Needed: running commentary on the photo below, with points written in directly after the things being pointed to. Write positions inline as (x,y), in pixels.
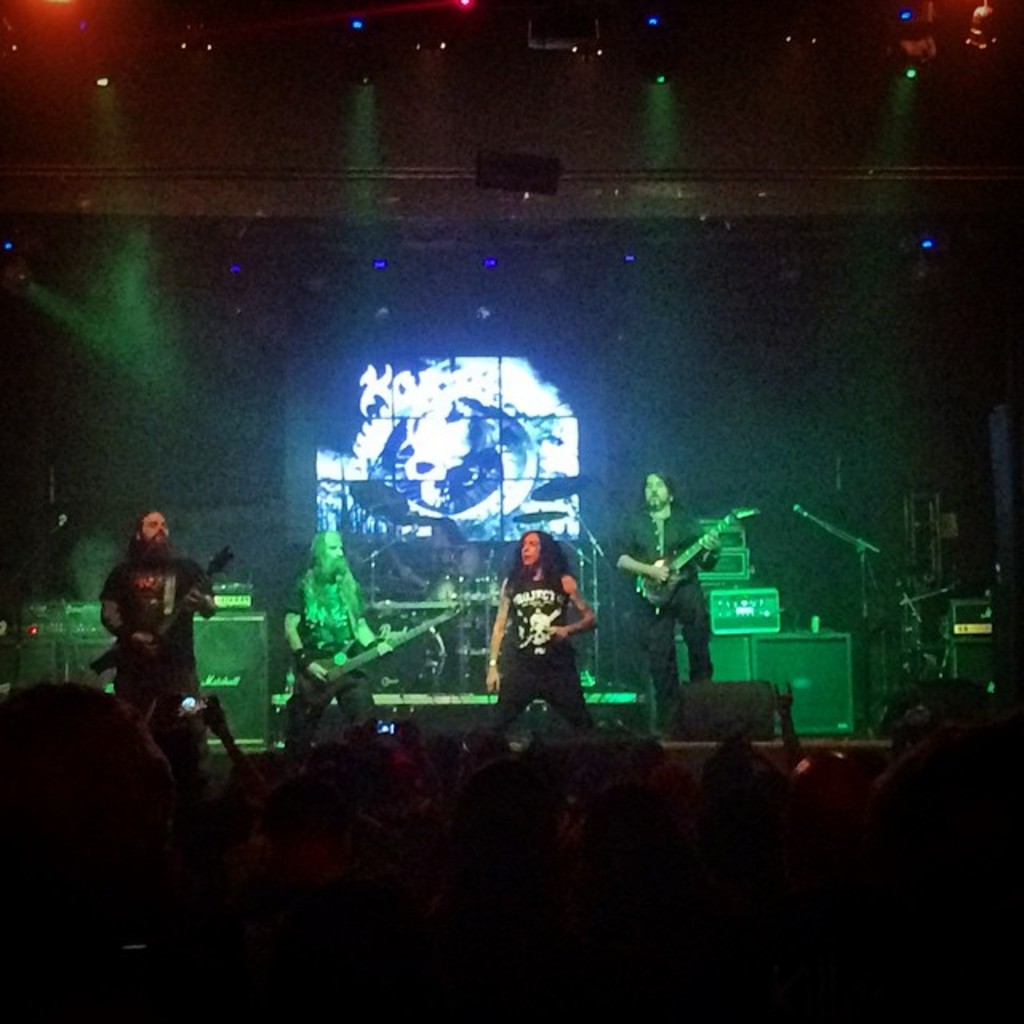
In this picture we can see a group of people (162,945) where some are on stage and playing guitars (103,667) and drums (461,589), mics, boxes (711,611) and in the background (96,531) we can see lights (924,244) and it is dark.
